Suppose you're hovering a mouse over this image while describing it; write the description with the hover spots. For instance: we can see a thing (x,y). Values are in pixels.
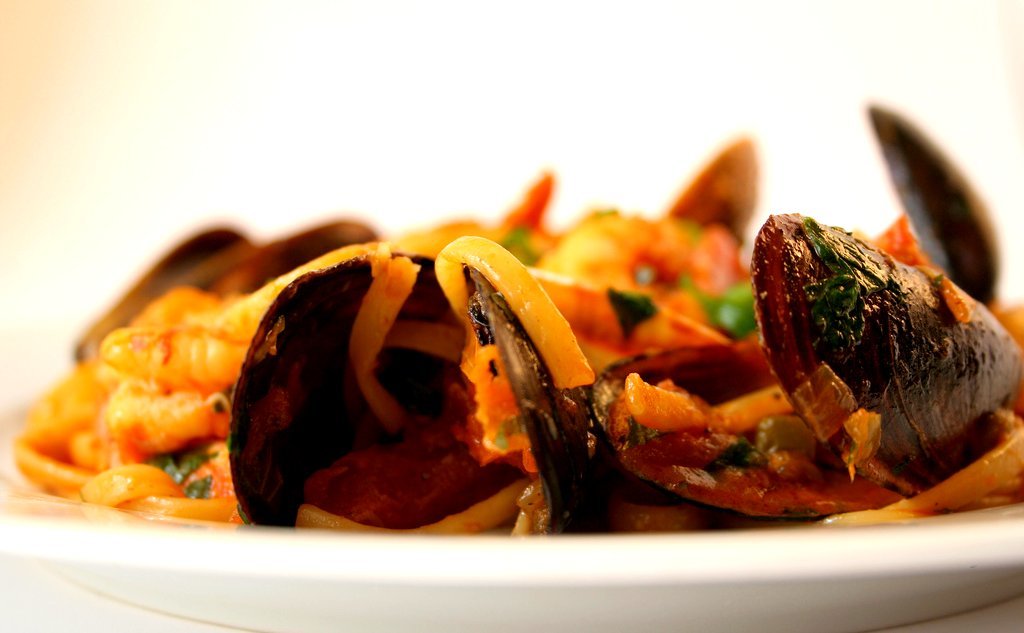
In this picture we can observe some food (313,352) placed in the white color plate (330,557). The food (188,348) is in orange and brown color. In the background (314,133) it is completely blur.
